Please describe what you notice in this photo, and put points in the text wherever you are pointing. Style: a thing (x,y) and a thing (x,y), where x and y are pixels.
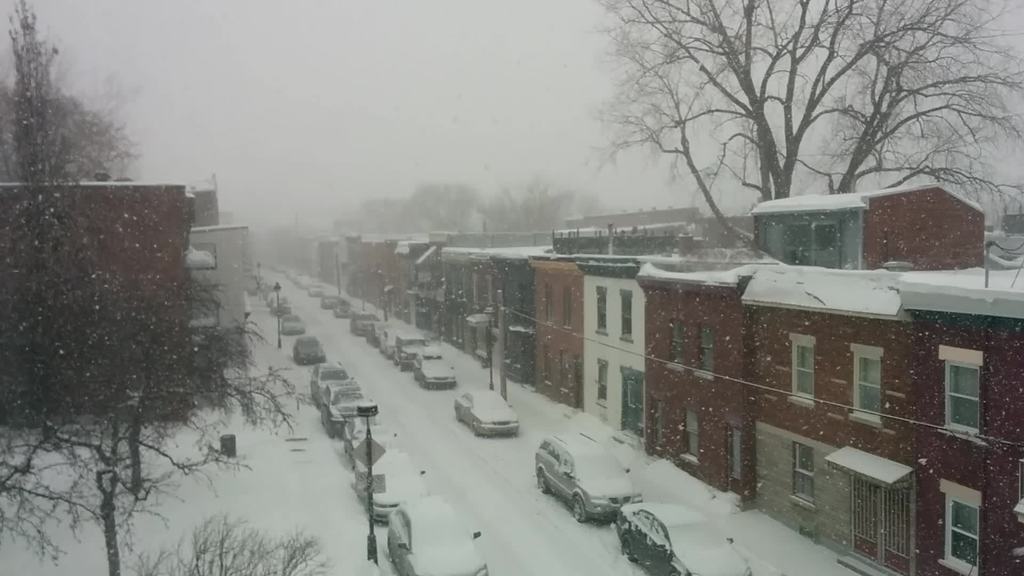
There is a road (499,498) which has cars (436,386) and buildings (460,339) on either sides of it covered with snow (311,281) and there are trees (713,117) in the background (50,141).
